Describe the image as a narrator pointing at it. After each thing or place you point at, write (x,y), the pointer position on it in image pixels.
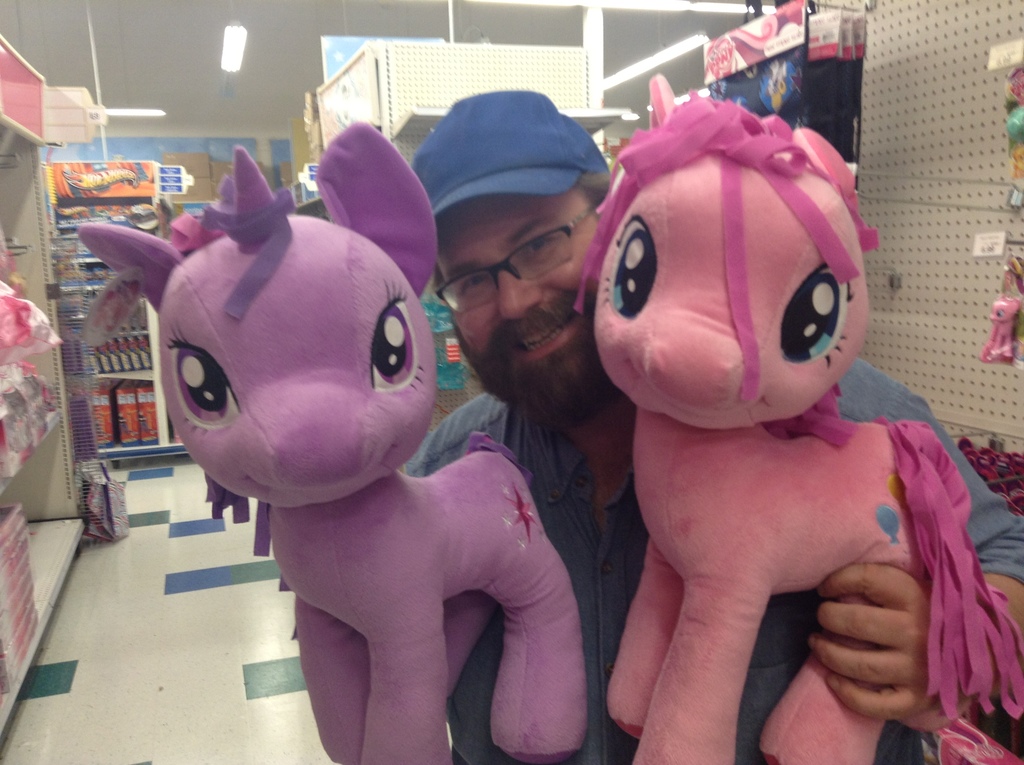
In the middle of the image (347,343) a person (567,297) is standing and holding two toys (685,191) and smiling. Behind him we can see some racks (1018,246), in the racks (9,77) we can see some toys (29,341). At the top of the image (44,58) we can see ceiling (307,87), on the ceiling (462,40) we can see some lights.
